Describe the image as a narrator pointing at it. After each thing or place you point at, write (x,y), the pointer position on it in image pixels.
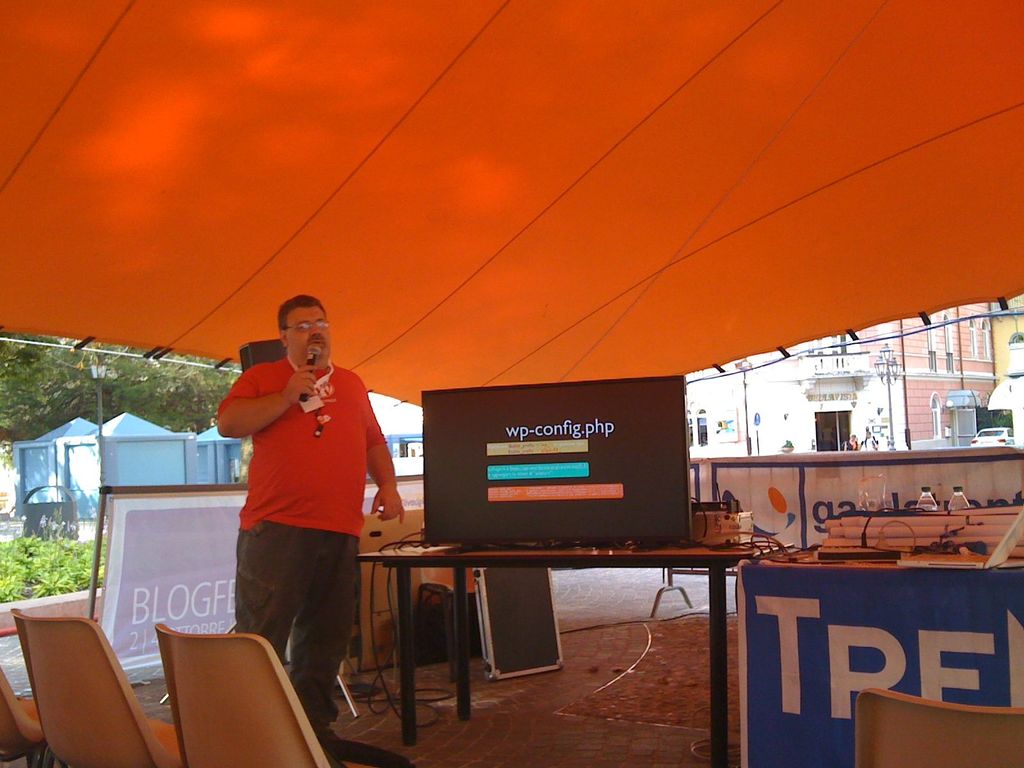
In this picture there is a man (341,602) standing under a tent (362,134) towards the left (332,549). He is wearing a red top (267,438), brown trousers (276,559) and he is holding a mike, beside him there is a table (403,557), on the table (529,553) there is a television (657,481). Towards the left bottom (160,638) there are three chairs (271,706), towards the right (893,549) there is a table (834,711), on the table (897,566) there are switch boards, wires (956,550) and bottles (957,498). In the background (904,411) there are buildings (757,371) and trees (88,386).
